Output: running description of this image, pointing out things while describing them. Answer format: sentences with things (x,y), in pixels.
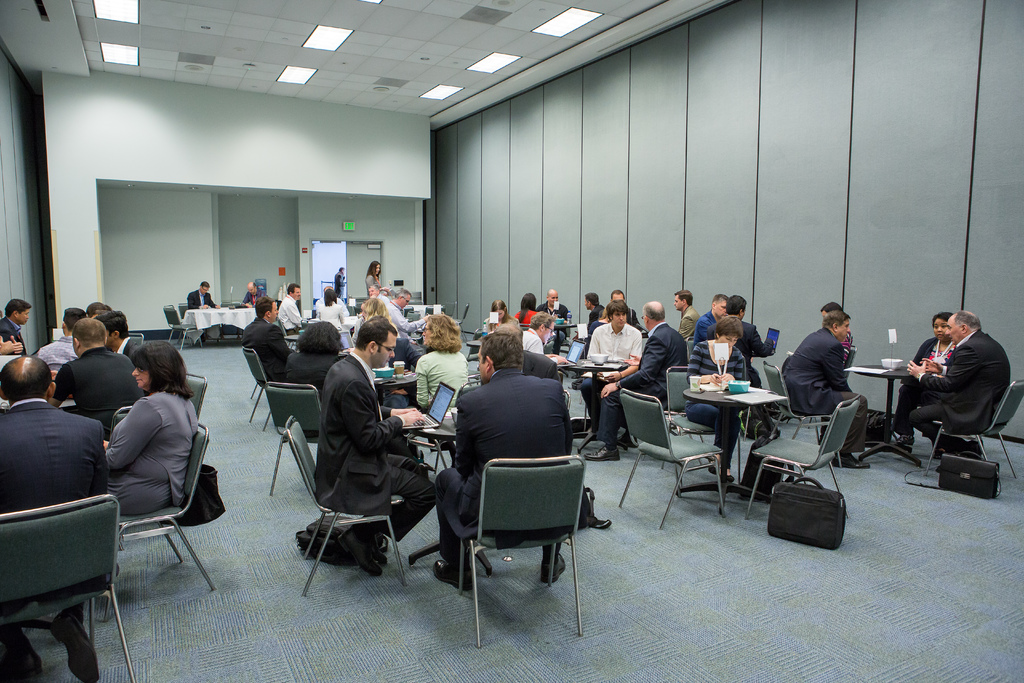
In this image I see number of people (16,628) who are sitting on chairs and there are tables (383,375) in front of them on which there are few things (745,392). I can also see few bags (204,474) on the floor (613,507). In the background (1009,70) I see wall (682,123) and lights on ceiling (611,24).
